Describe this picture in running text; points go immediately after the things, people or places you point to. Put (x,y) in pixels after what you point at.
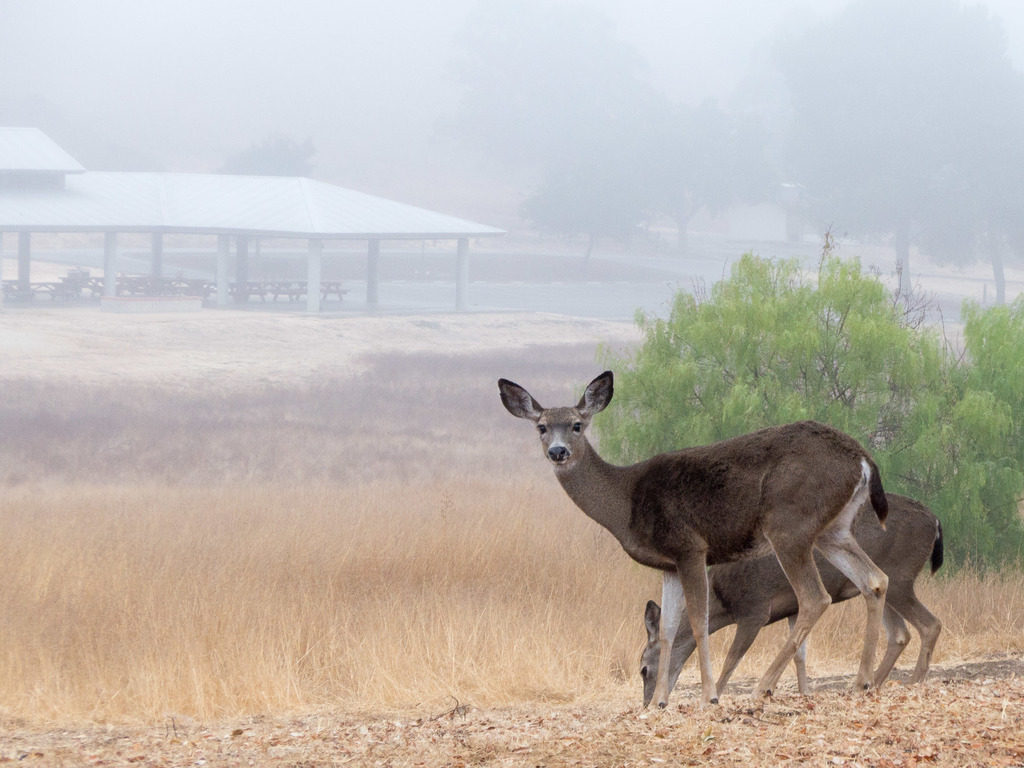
Background (683,141) portion of the picture is blur and we can see trees (651,127). Here we can see shed (283,228). We can see two animals (866,542).
